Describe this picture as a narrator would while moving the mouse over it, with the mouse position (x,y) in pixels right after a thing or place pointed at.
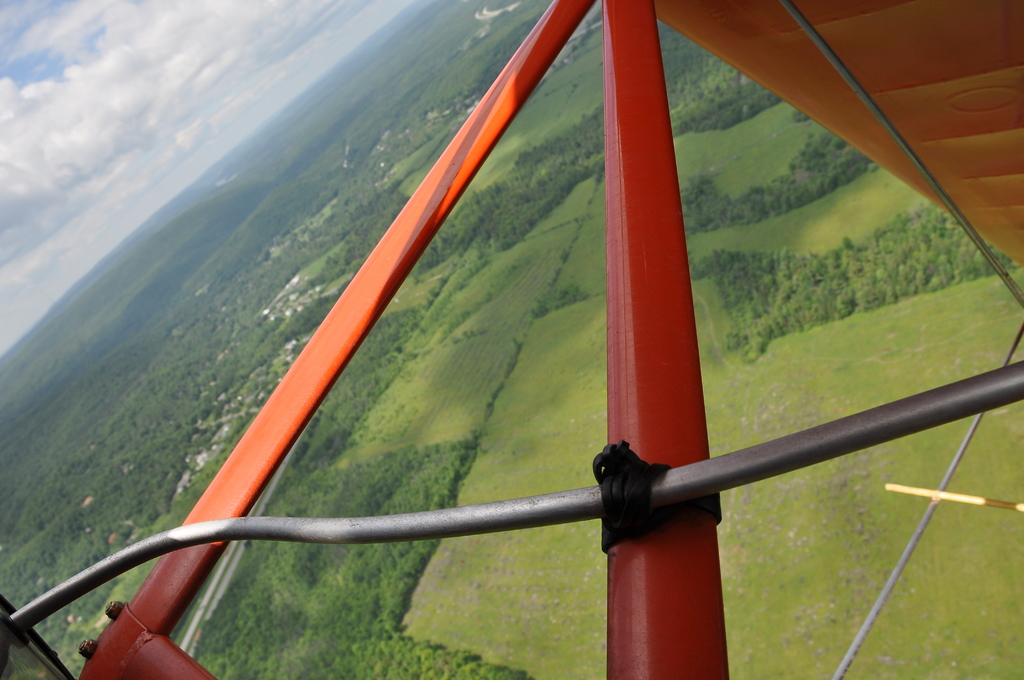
This image is taken from an aircraft, this is the top angle view of an area, in this image there is grass (438,391) on the surface (244,432) and there are trees (196,370), houses (285,312) and mountains (292,228).
